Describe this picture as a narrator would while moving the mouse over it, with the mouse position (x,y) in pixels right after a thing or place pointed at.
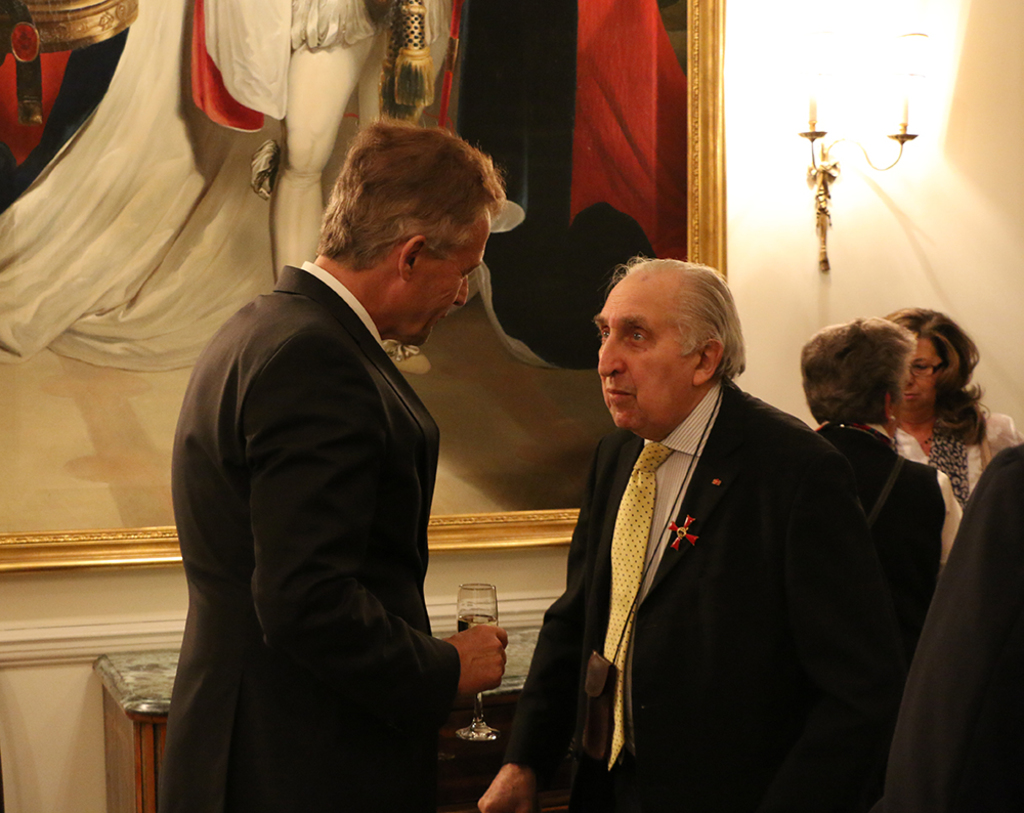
In front of the image there are two people (400,625), one of them is holding a glass (471,622) of wine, behind them there are a few other people (872,512), in the background of the image (174,681) there is a wooden table (173,666), above the table (173,666) there is a photo frame (594,182) and a lamp (845,137) on the wall (872,198).
